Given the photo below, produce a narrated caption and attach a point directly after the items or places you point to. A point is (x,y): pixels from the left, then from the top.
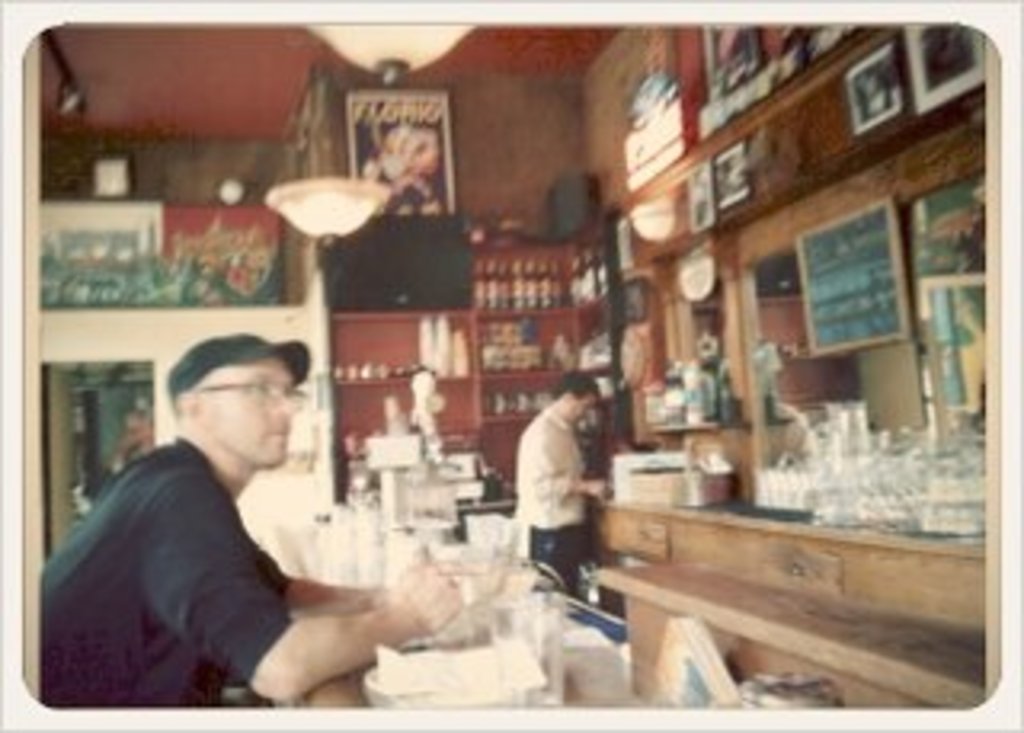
To the left corner of the image (133,542) there is a man (157,591) with black dress (153,533) and black cap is sitting. In front of him there is a table (401,575) with a few items (491,648) on it. To the right side (831,524) corner of the image there is a table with a few items (675,469) on it. In front of the table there is a man (554,525) standing. And to wall (608,102) there are many frames (882,200). And to the top of the image (339,178) there are lamps (305,219).
